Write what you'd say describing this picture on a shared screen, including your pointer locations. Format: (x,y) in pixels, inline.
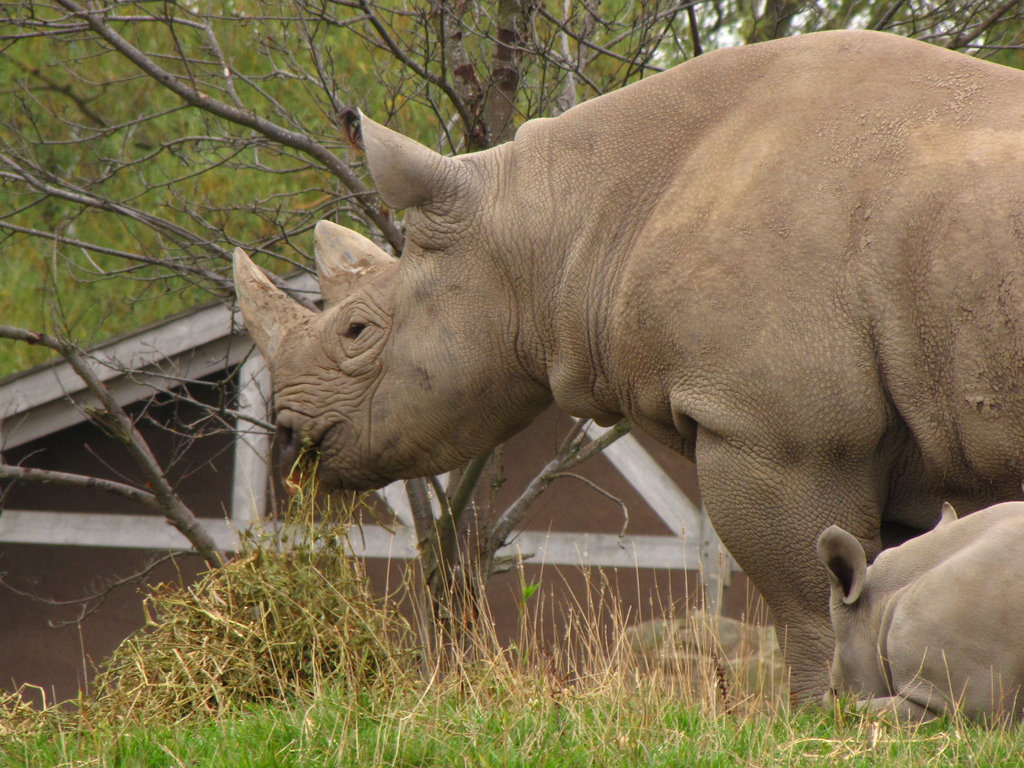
In this image we can see two animals (828,461) on the ground (393,746), there are some trees (1012,14), grass (221,564) and a house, also we can see the sky (738,25).
